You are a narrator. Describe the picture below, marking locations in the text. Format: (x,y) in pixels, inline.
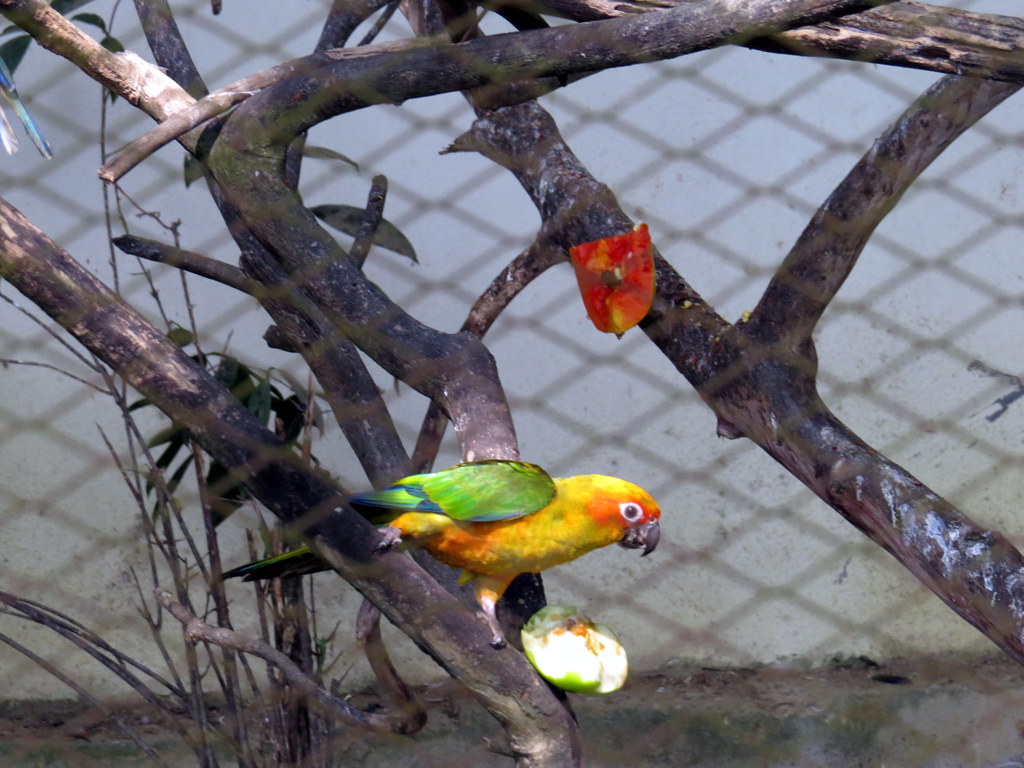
In this image I see branches (664,21) and I see a bird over here which is colorful and I can also see the leaves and I see the wall (337,148) over here.
